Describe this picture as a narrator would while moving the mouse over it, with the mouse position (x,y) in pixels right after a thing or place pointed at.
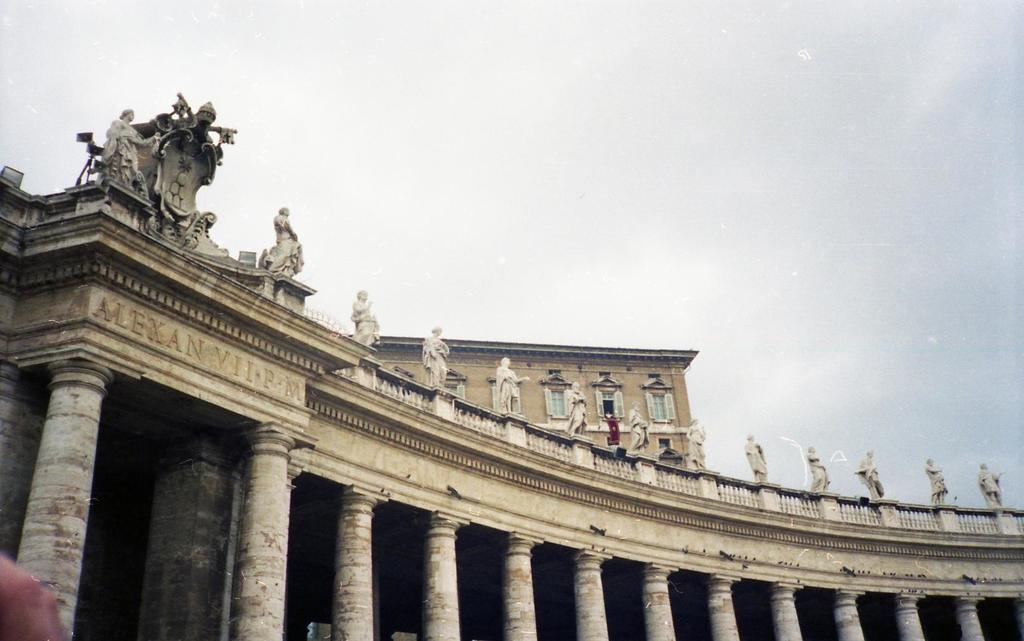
This picture is clicked outside. In the foreground (310,597) we can see the building (120,496) and we can see the pillars (723,633) of the building (101,501) and there are many number of sculptures (131,176) of persons (872,497) on the building (526,469). In the background (543,71) there is a sky (561,140).
